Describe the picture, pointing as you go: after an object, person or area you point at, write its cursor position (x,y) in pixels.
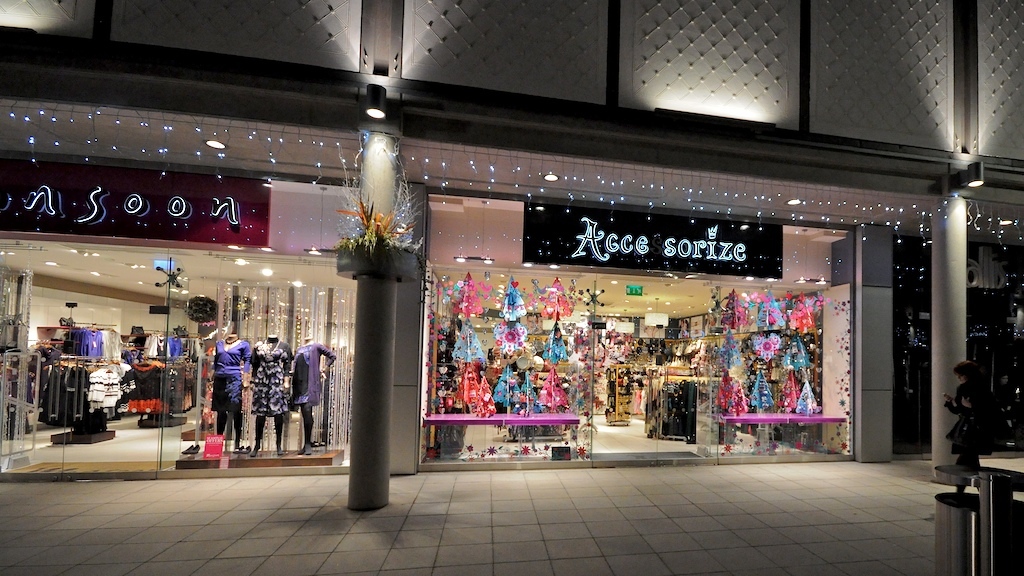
In the image we can see this is a building (568,158), lights (376,109), footpath (732,528), person (969,420) standing, cloth shop (234,389) and this is a dustbin (941,530), these are the pillars (950,363) and we can see this person (969,440) is wearing clothes (979,450).
